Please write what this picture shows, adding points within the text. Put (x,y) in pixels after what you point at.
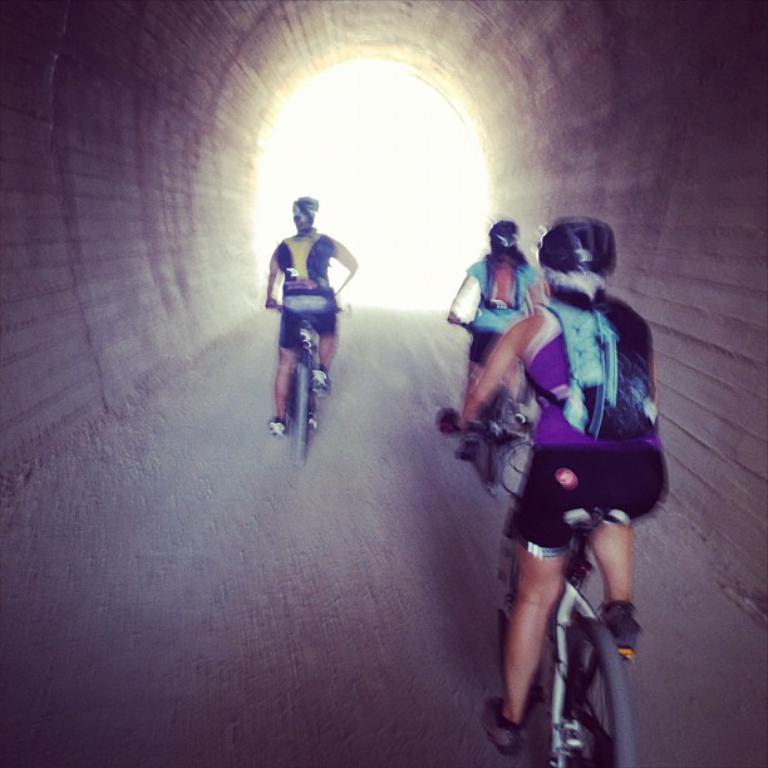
In the middle of the image (288,375) few people (609,314) are riding bicycles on the road (263,331) and there is a tunnel (600,132).
